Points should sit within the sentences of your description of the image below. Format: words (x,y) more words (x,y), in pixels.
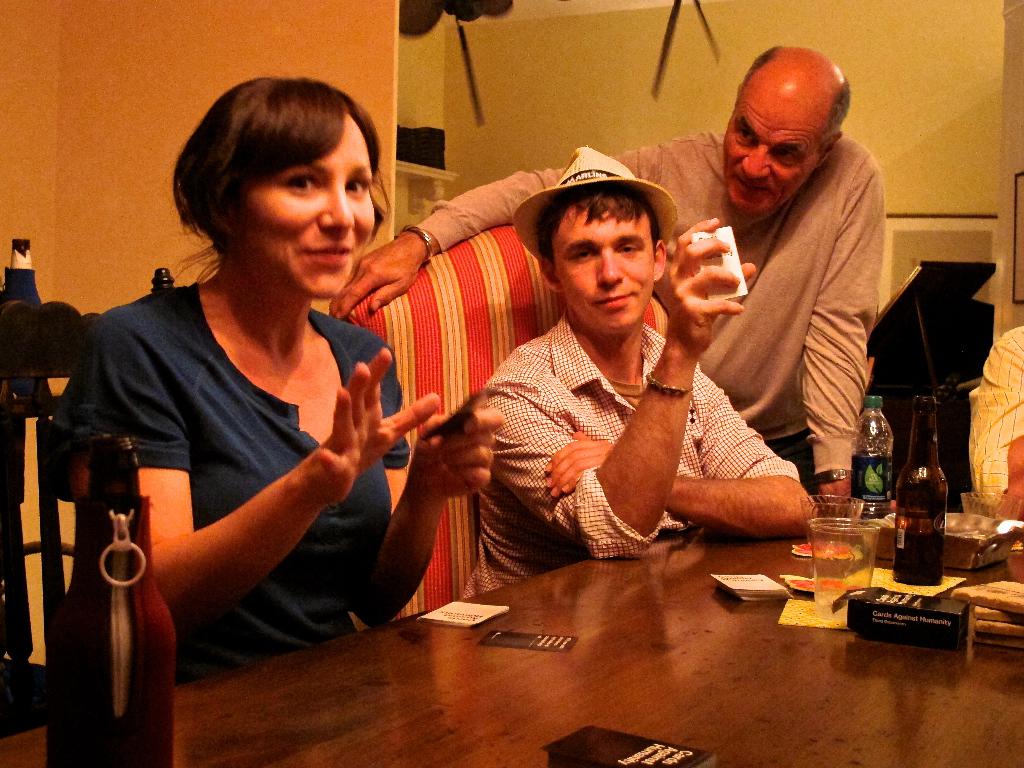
in a room (16,174) there are two men (629,246) and a woman (230,549), a man (566,398) and a woman (335,549) sitting on the chairs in front of them there are many items (818,594) on the table (769,668).
